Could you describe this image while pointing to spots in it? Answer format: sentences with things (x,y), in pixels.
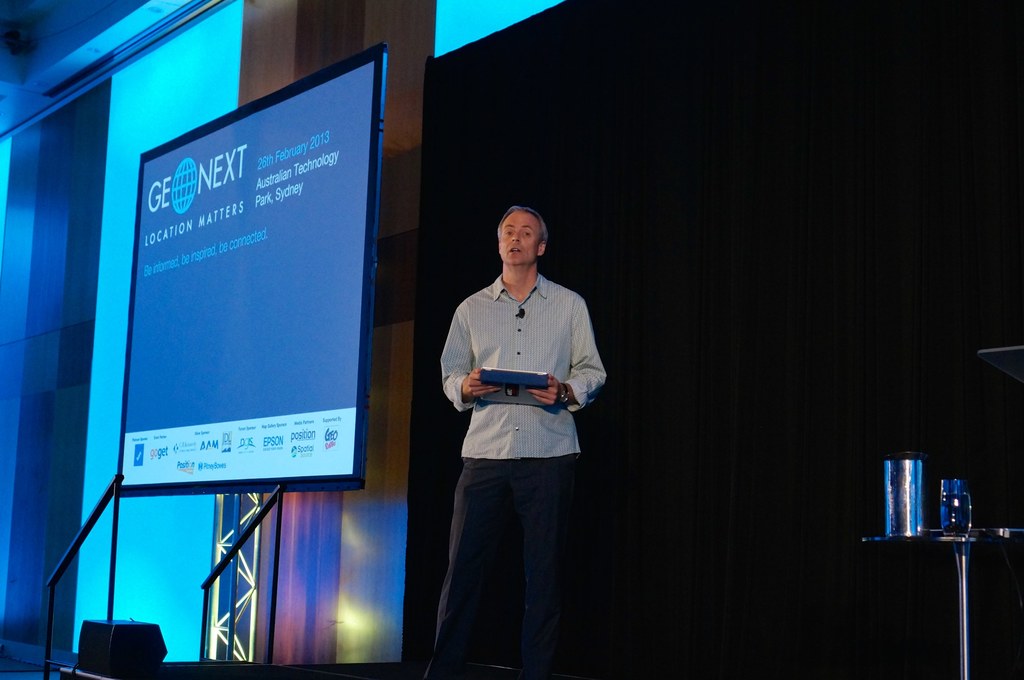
In this image we can see a man (492,321) standing on the dais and holding a book (542,377) in the hands (531,387). In the background (232,442) there are railings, electric lights (218,578), display screen (344,334) and a side table (959,543) on which containers (916,498) are placed.
